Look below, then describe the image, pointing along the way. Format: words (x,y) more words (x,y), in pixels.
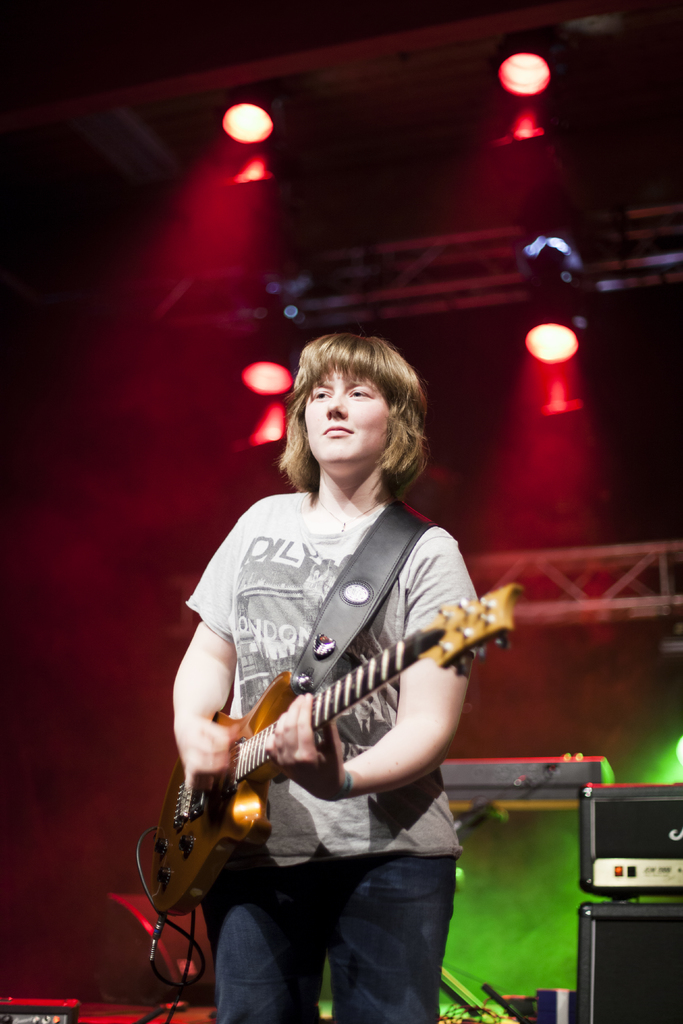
This is the woman (267,854) standing and playing guitar (208,788). These are the show lights (557,351). I think this is the speaker (624,950). At background (606,768) I can see a piano (474,789) on the stand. I can see a green color background (545,888).
